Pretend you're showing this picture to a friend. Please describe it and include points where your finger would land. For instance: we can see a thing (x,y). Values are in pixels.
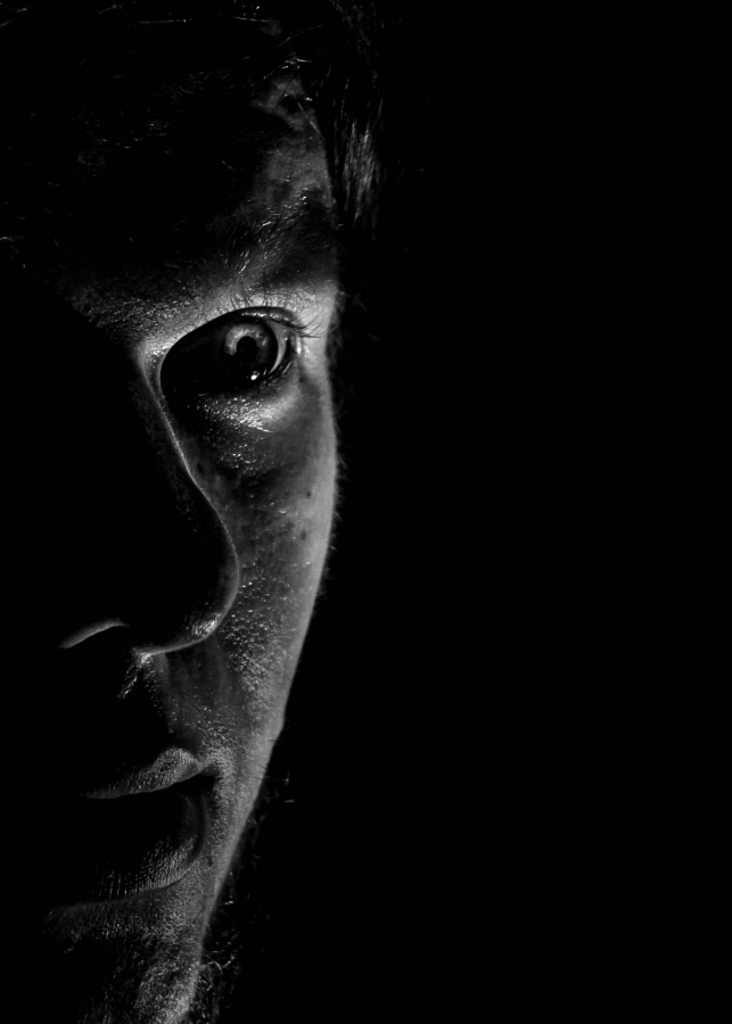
In this image there is a person face (55,961), and there is a dark background (407,101).
